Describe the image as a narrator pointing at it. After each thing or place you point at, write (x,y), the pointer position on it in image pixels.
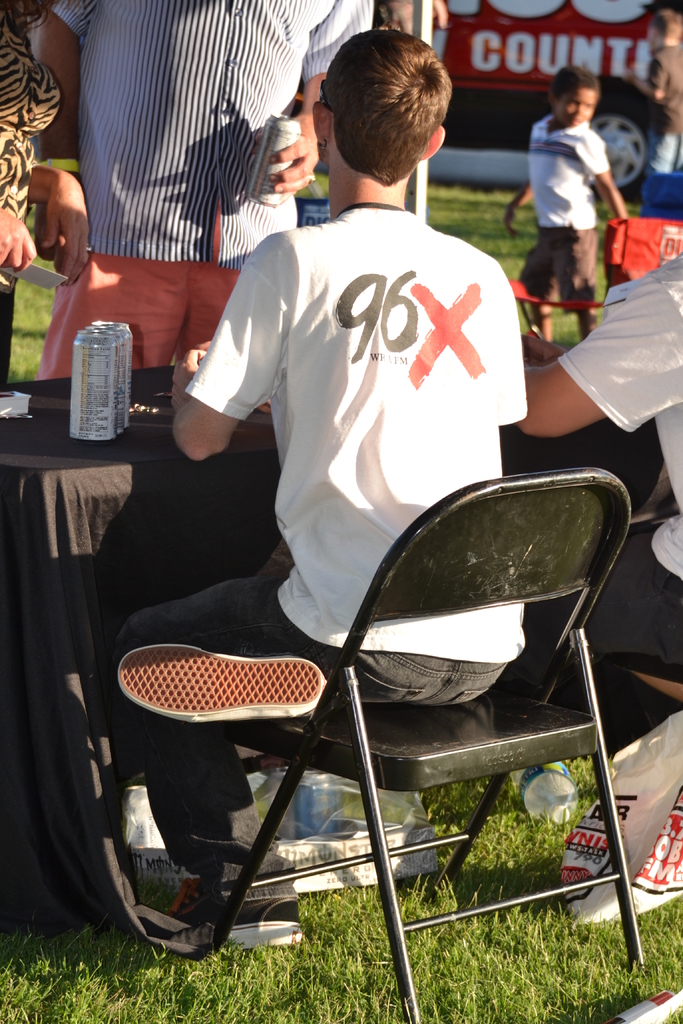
Here we can see 2 persons (287,531) sitting on the chair (617,844), under the chair (614,872) there is a plastic cover (644,830). On the left (15,125) there is a woman (45,122) beside her there is a man (245,185) holding can (271,164) in his hand (274,156). On the table (31,442) we can find few tin bottles (93,412). On the right (576,194) there is a kid (573,222) standing. In the background (509,80) we can see a vehicle (528,62).
